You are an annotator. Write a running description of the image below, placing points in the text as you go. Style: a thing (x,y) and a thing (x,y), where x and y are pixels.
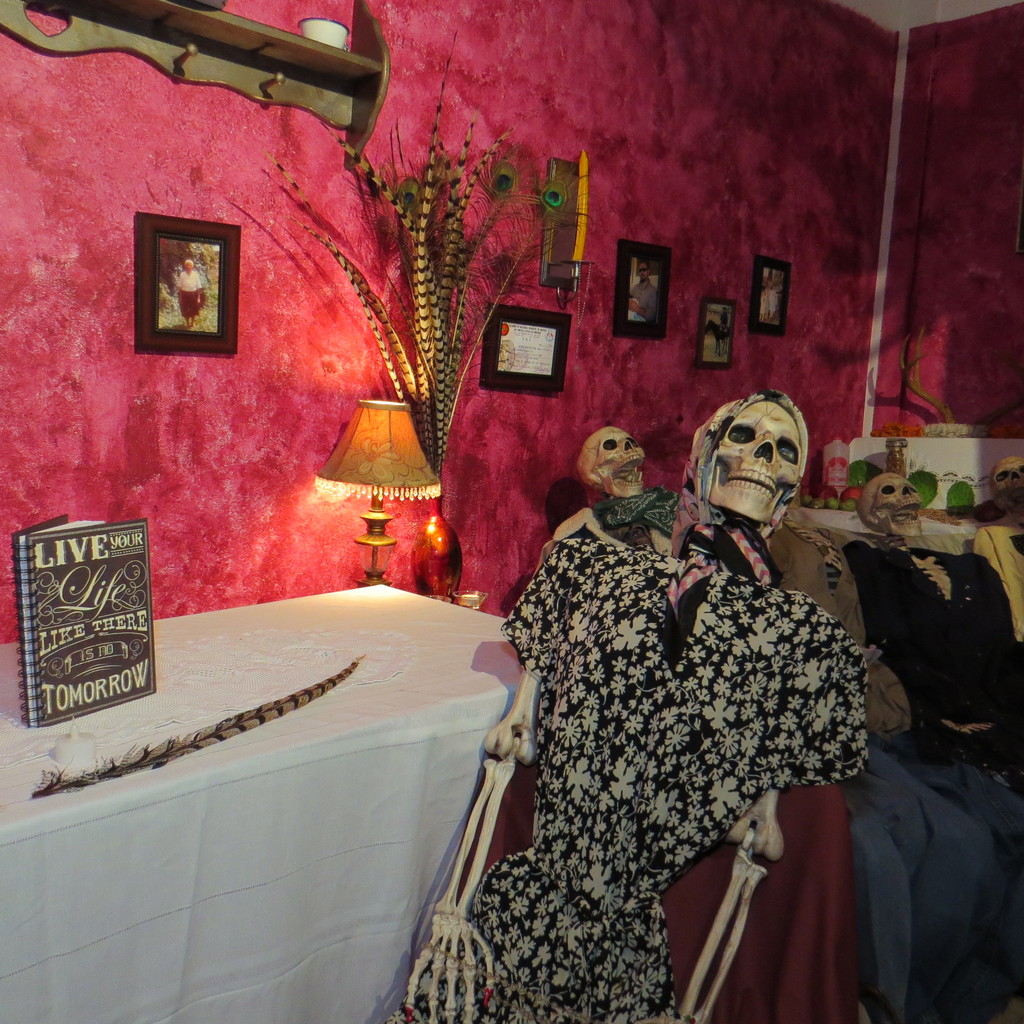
In the image we can see there are many skeletons (556,818) which are dressed up with clothes (647,793) and there is a book (117,680) on the table (277,978). There are photo frames (516,373) on the wall (127,363).
